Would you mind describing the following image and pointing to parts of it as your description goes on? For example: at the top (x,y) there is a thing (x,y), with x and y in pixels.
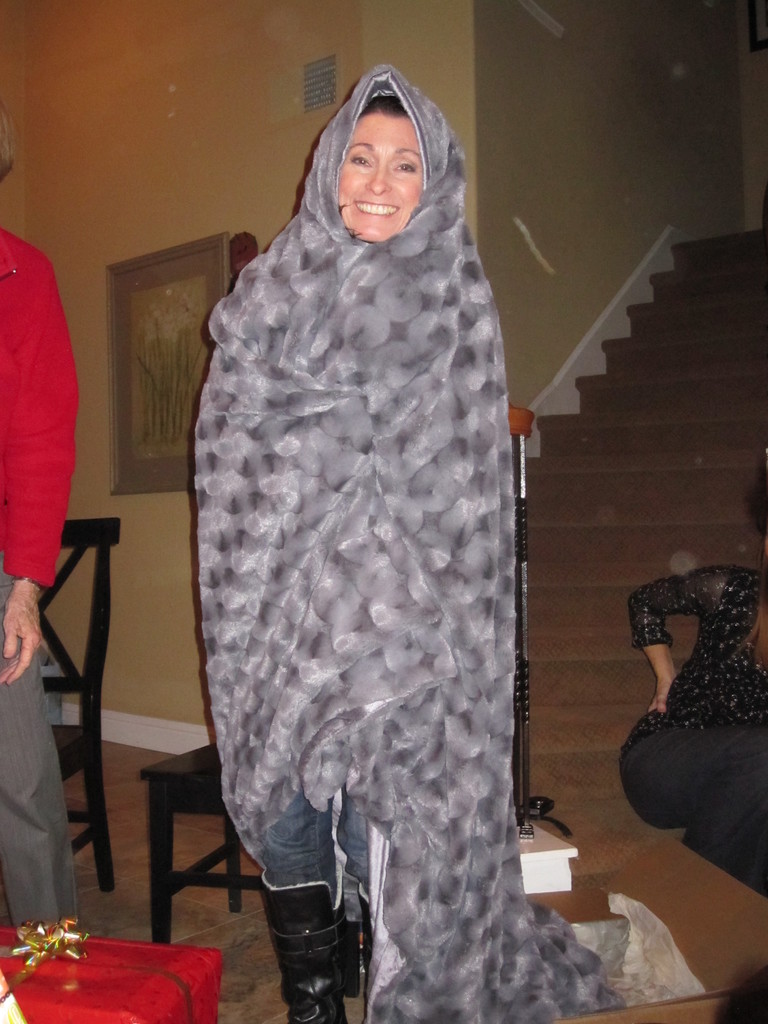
In this picture I can see there is a woman (395,197) standing and covering herself with the blanket (419,653) and there is a person (45,412) standing on the left side (35,308) and there is another person (743,587) on to the right side (728,707) and there are stairs (609,724).
